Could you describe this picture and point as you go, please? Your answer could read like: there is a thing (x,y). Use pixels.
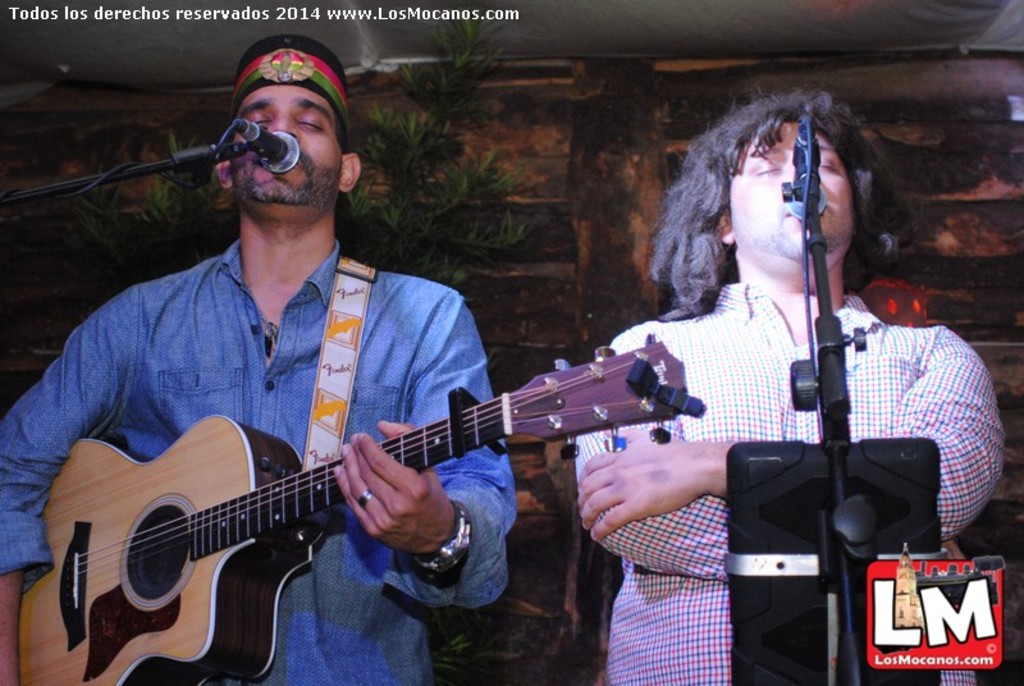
In the image there were two men (369,553) was singing by closing their eyes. The person (297,120) towards the left (319,586), he is wearing blue shirt (368,370), a watch (469,543) and holding a guitar (306,473). The person (724,228) towards the right (746,239), he is wearing a check shirt (704,571). There were two mikes (800,204) in front of them.
